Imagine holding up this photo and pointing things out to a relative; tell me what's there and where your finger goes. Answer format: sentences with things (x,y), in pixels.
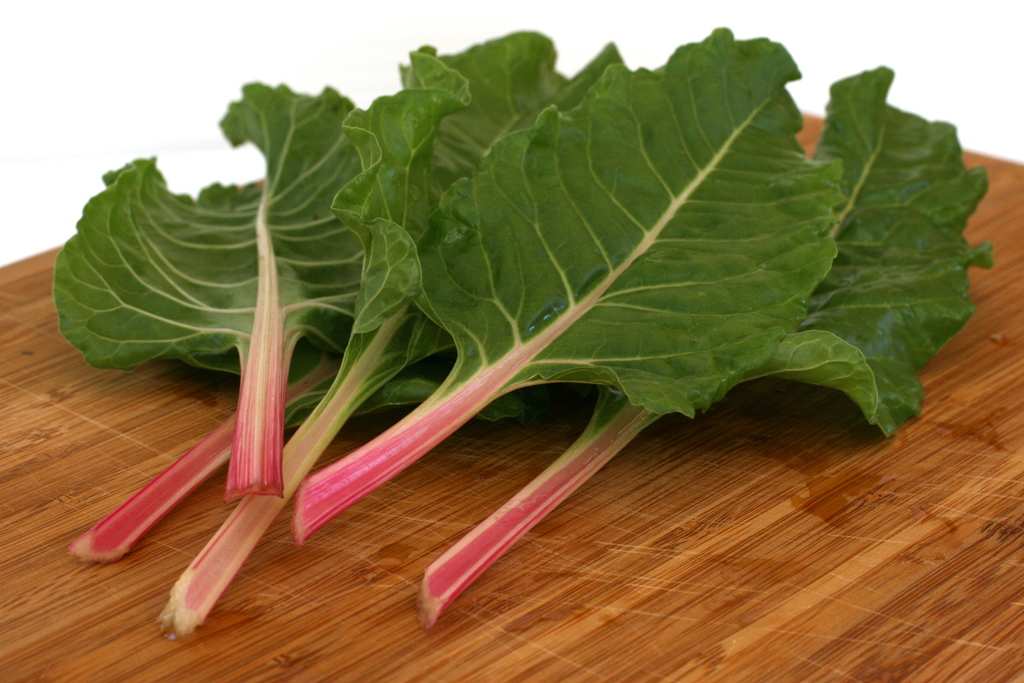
In this picture we can see green leaves (342,148) placed on a wooden table (10,612).
